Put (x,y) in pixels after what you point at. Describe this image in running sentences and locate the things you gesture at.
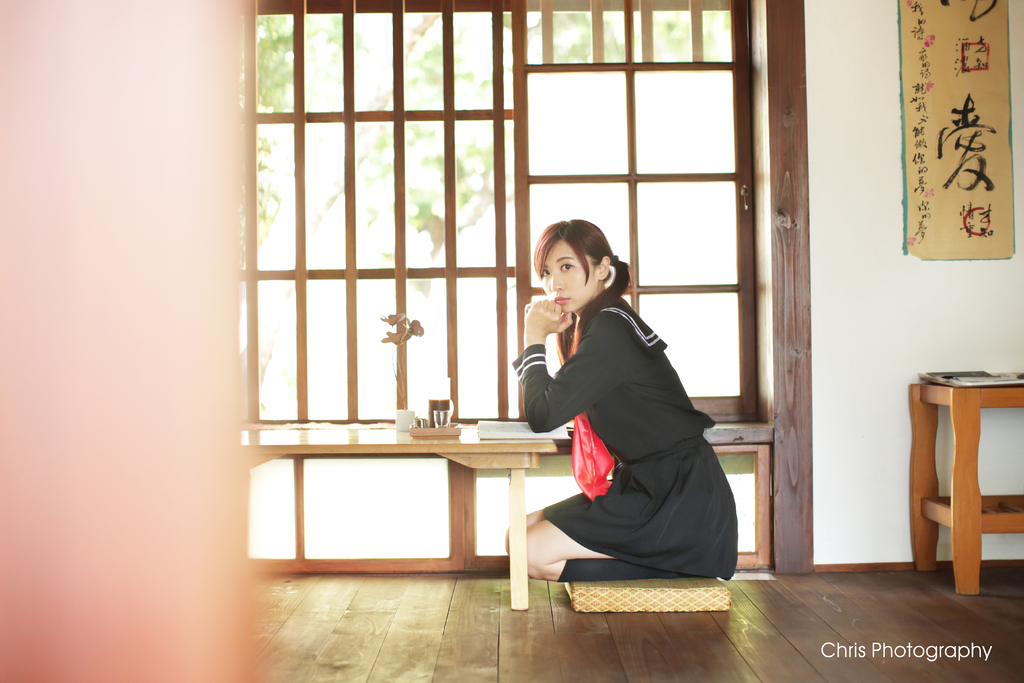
This picture shows a woman (598,528) seated on her knees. there is a table (513,449) on the table (496,452) we see a book (497,437) and we see a hoarding (910,41) on the wall (888,170).
